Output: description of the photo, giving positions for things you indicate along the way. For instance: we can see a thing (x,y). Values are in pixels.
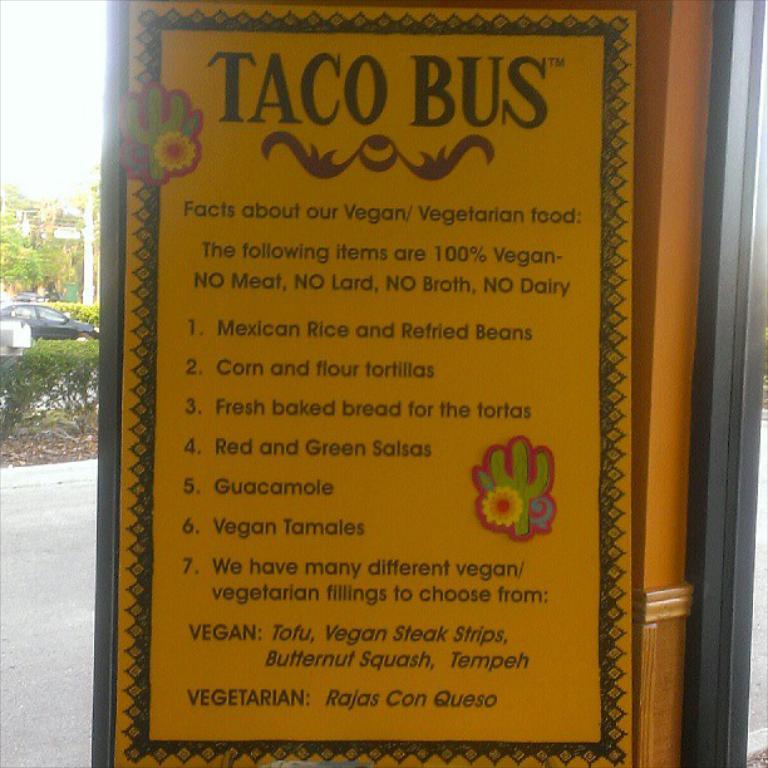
In the picture there is a yellow board (443,470) and on that board (231,137) some facts about the food item are mentioned, it is written as "TACO BUS" on the top of the board (333,261). On the left side (75,417) there are few plants (65,309) and in between them there is a car (60,314).
